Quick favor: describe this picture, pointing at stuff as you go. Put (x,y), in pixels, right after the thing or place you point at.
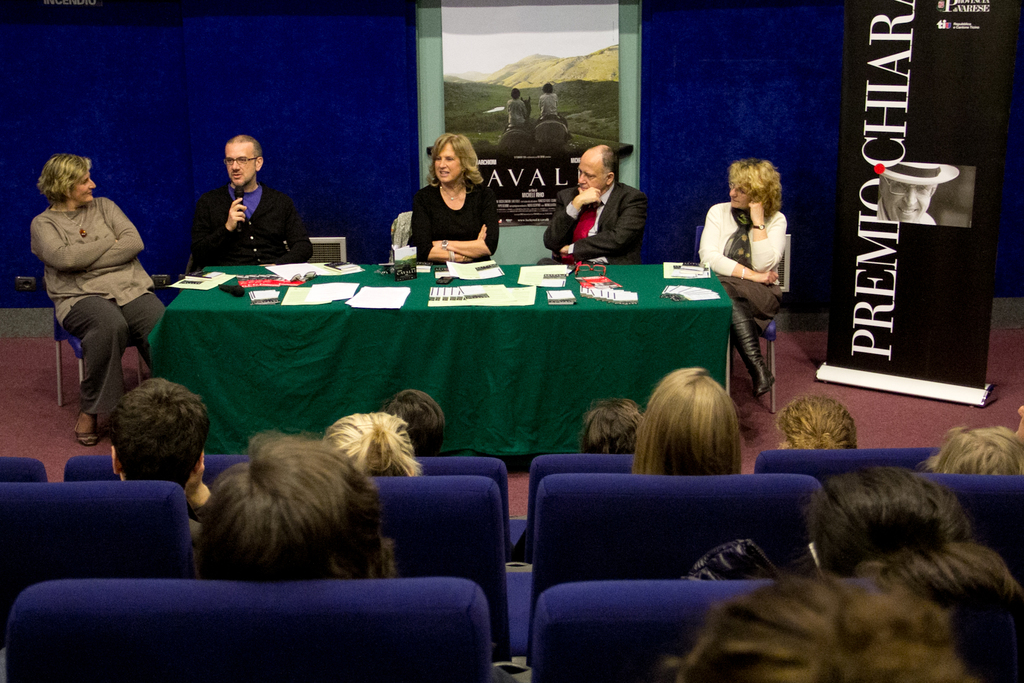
In this image we can see many people (241,206) sitting on chairs (782,471). One person (279,217) is holding mic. And there is a table (425,319) with a cloth (484,312). On the table (502,284) there are papers (399,298) and few other things (245,280). In the back (600,95) we can see banners (935,145) with text (880,115) and images (956,181). In the background (824,144) there is a blue wall (263,17).
